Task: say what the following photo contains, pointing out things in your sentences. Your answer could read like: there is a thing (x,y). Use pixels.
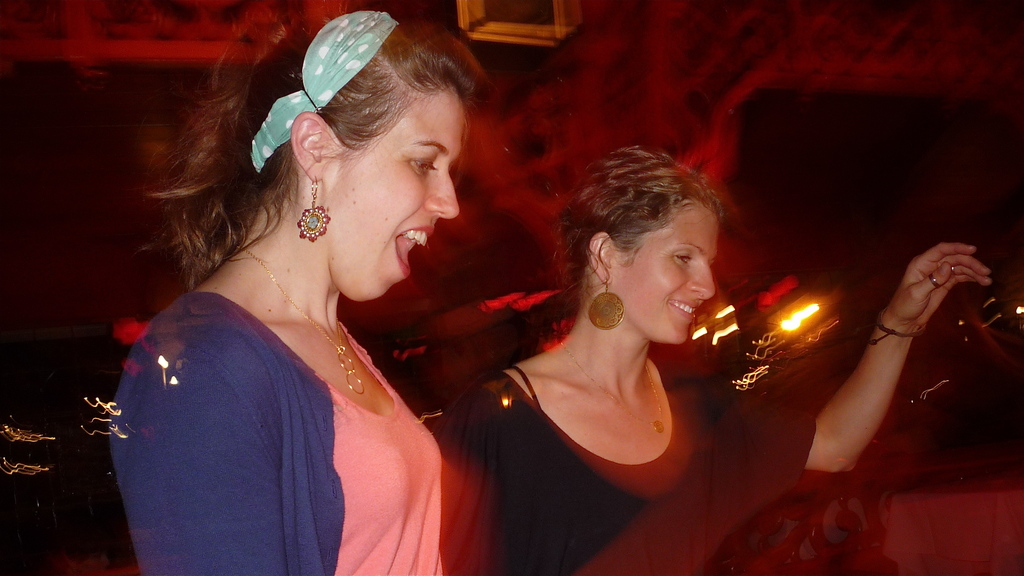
This image consists of two women (499,422). On the right (735,459), the woman (726,458) is wearing a black dress (708,447). On the left (268,476), the woman (291,443) is wearing a blue jacket (268,418). In the background (569,173), we can see a red color along with the light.
